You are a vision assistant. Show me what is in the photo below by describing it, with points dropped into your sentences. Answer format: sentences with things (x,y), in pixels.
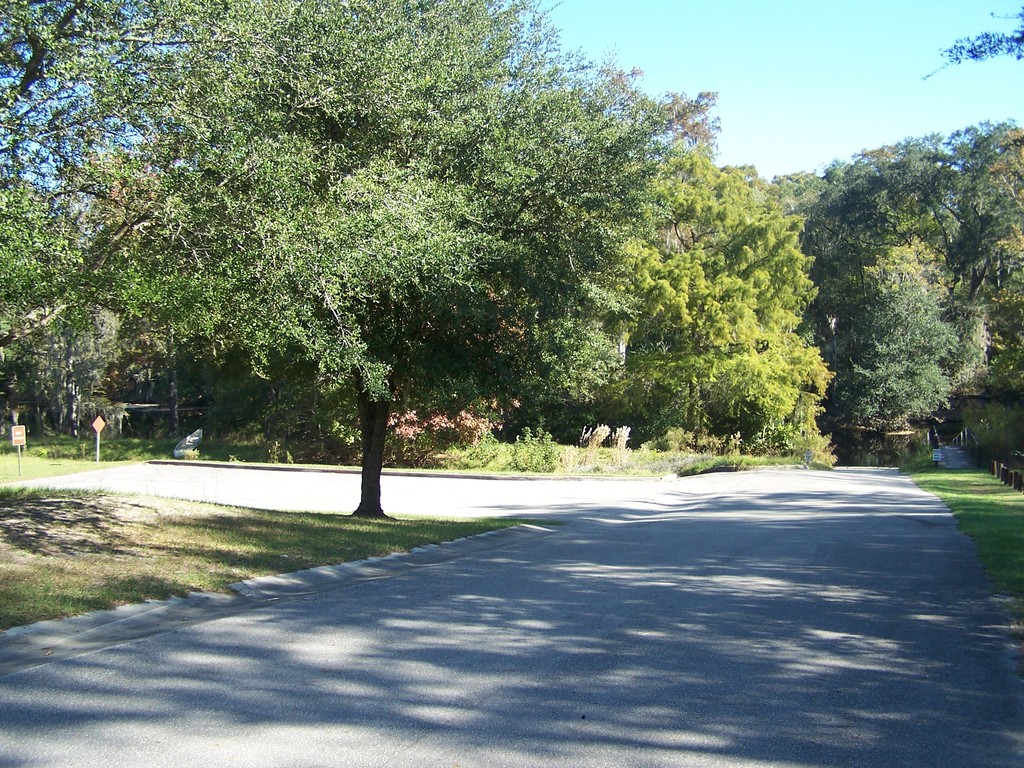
In this image there is a road (720,483). In the background (613,265) there are trees (496,280), few sign boards (23,435) and the sky (730,1).
